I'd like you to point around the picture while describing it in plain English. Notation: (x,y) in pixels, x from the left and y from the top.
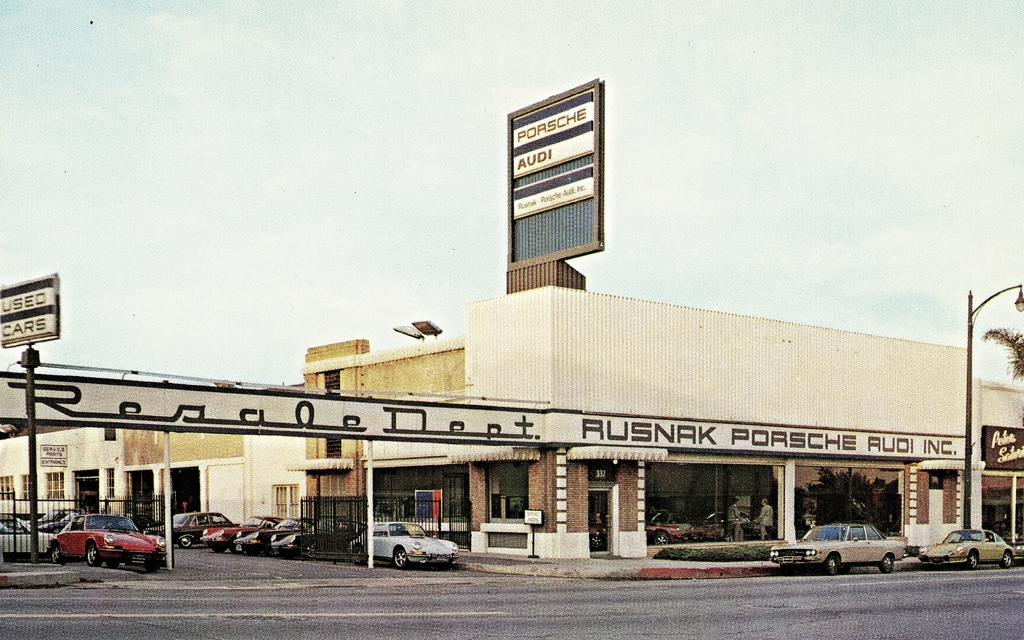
There is a road (848,611) on which there are vehicles (830,551). In the background (36,337), there is a hoarding (48,315) on the pole (31,548), there is a hoarding (574,189) on the building (575,305) which is having windows (299,493), there are persons (763,509) on the floor (746,538), plants (664,552), vehicles (684,530) parked and clouds (272,22) in the sky (198,78).
